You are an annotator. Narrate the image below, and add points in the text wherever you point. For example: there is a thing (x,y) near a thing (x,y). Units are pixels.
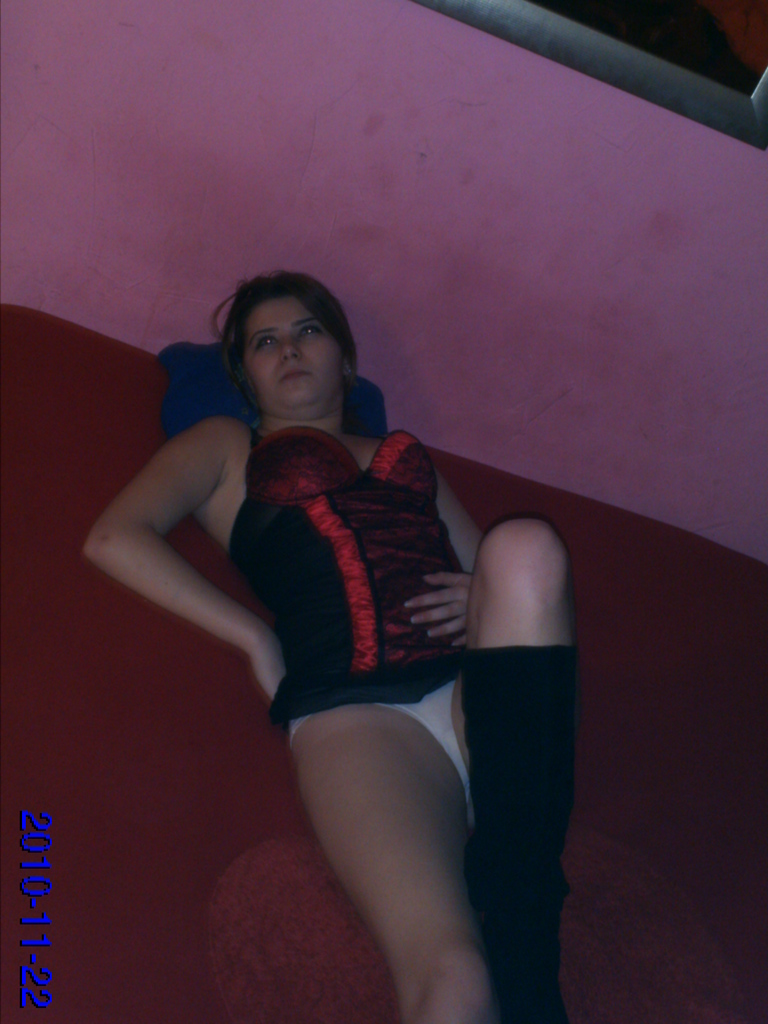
The woman (407,566) in the black dress (359,524) is lying on the red color bed (263,1011). Behind her, we see a wall (428,187) in pink color. We see a photo frame (571,55) is placed on that pink wall (530,52). This picture is clicked inside the room (553,329).
